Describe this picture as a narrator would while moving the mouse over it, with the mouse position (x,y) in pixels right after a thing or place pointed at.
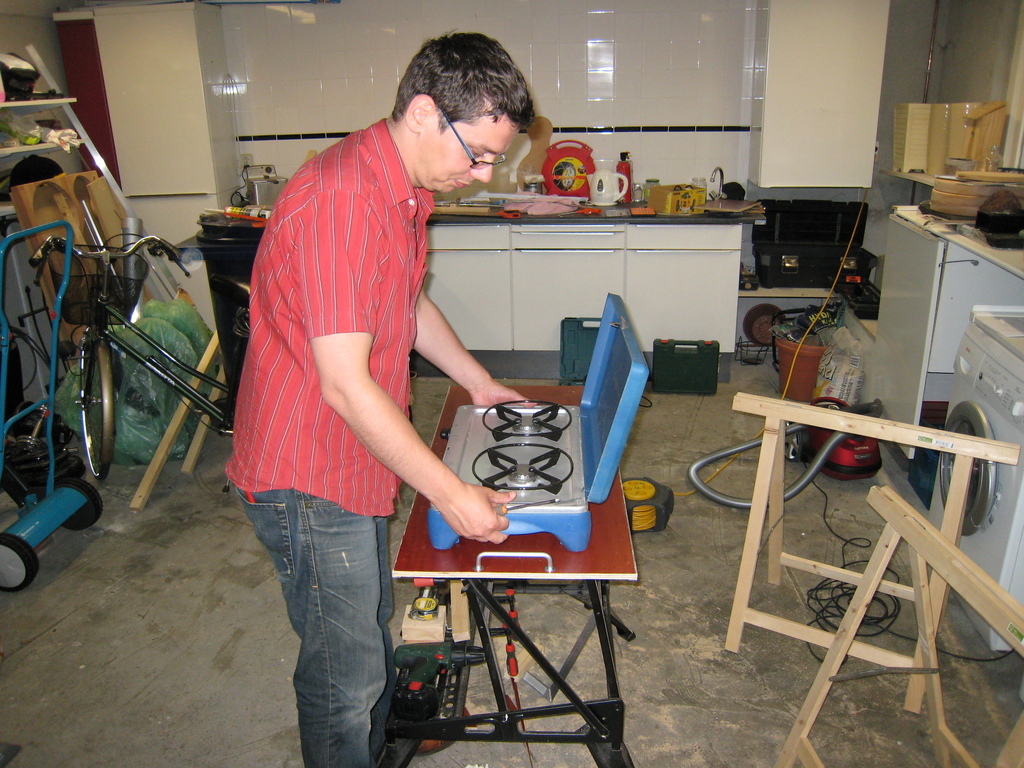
In this image I can see a man (318,691) is standing in the center (438,481) and I can see he is holding a blue colour thing (453,535). I can see he is wearing red colour shirt (302,354), jeans (306,507) and specs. Around him I can see a bicycle (42,247), a blue colour thing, few wooden stuffs (772,436), a washing machine (997,384) and number of things (680,367) on the floor (961,714). In the background (594,201) I can see a bottle (648,180), a red colour thing (588,170) and few other stuffs (276,188). I can also see a table (451,410) in the front (443,563).
